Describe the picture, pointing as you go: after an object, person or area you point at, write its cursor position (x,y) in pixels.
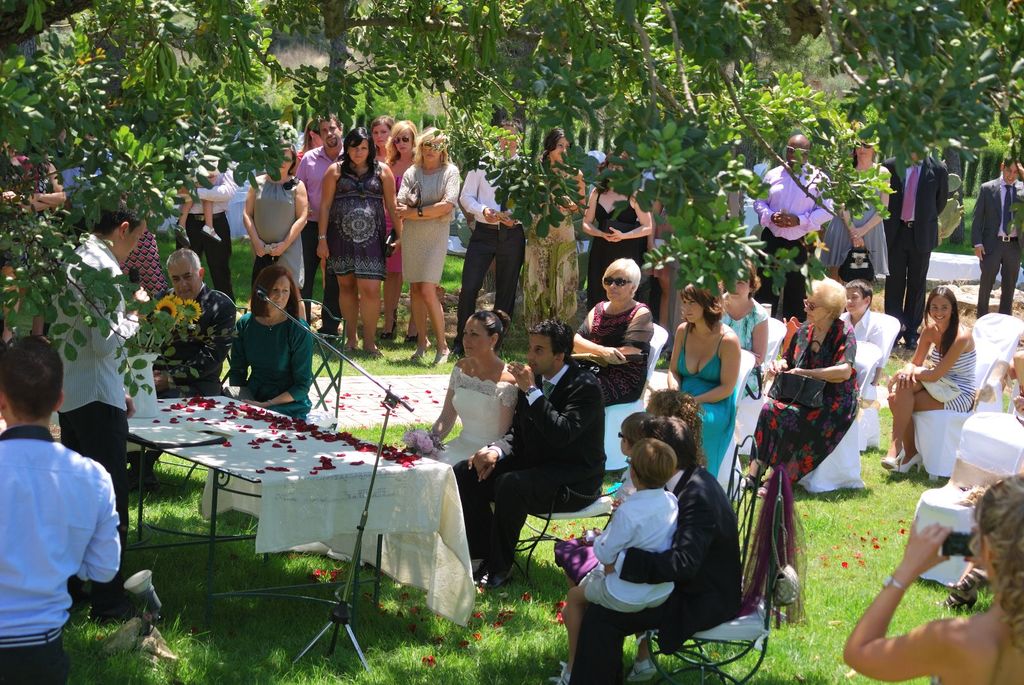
The image is taken in the ground (873,466) in which some people (732,395) are sitting in the chairs (755,406) which are on the ground (850,511) while the other people (351,208) are standing beside them. There is a table (322,450) in front of them on which there are rose flower leaves (293,423) and a mic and the sunflowers (175,312) on it. Behind the man (101,369) who is standing in front of table (137,443) there is a big tree (35,47).
